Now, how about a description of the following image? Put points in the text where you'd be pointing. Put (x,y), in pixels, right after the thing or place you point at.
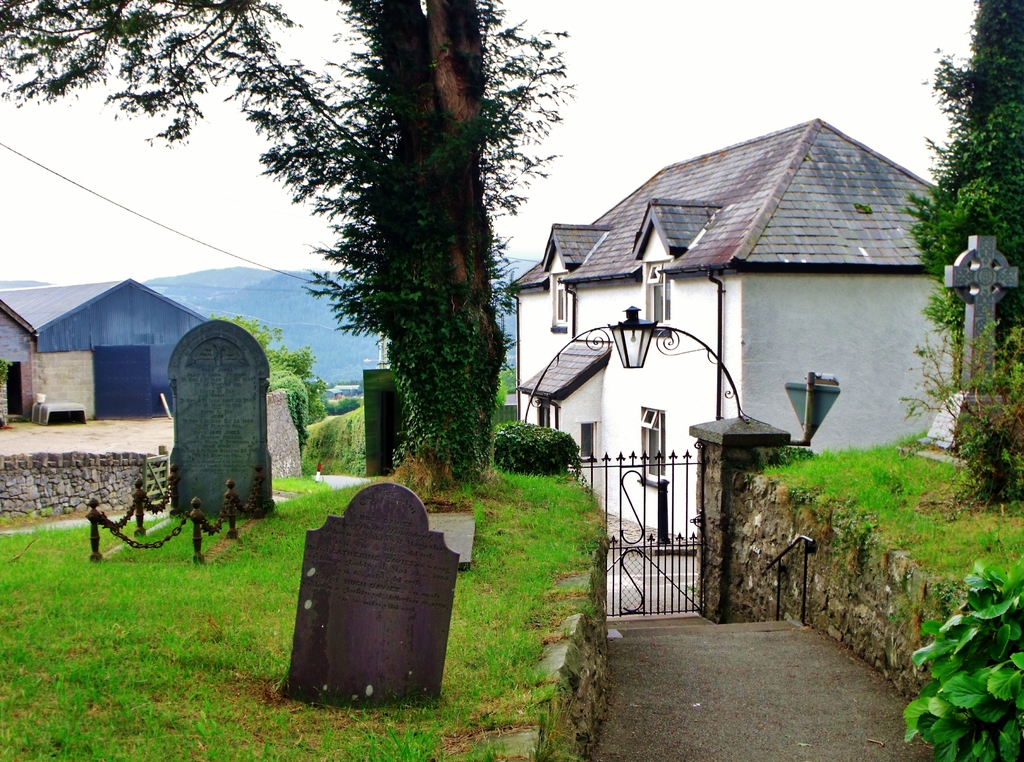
In this image we can see memorial stones (361,611) on the grass (226,664), we can see the chain fence (139,531), gate (645,504), stone wall (727,533), trees (945,97), houses (560,309), hills (369,321) and the sky (591,83) in the background (683,127).
